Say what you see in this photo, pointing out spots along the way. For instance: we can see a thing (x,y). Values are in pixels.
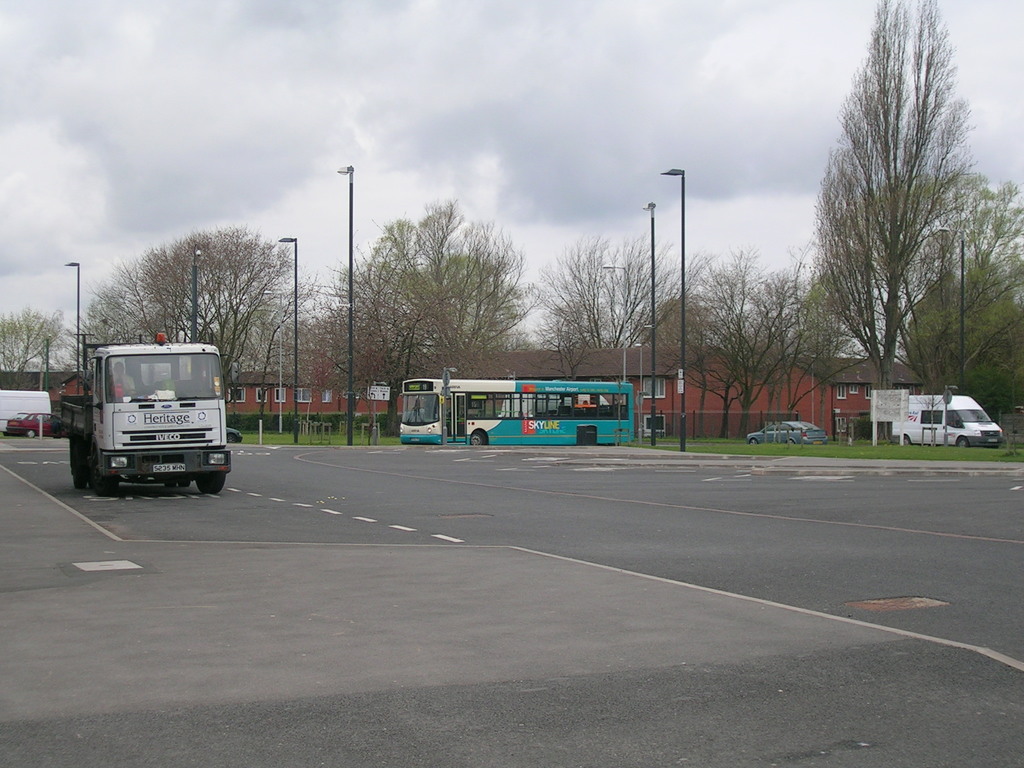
In this image there are vehicles (228,434) on the road (386,465) and there are poles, there is grass (865,451) on the ground (851,452) and there are trees (722,310) and there is a building (766,392) which is red in colour and the sky (587,156) is cloudy.
